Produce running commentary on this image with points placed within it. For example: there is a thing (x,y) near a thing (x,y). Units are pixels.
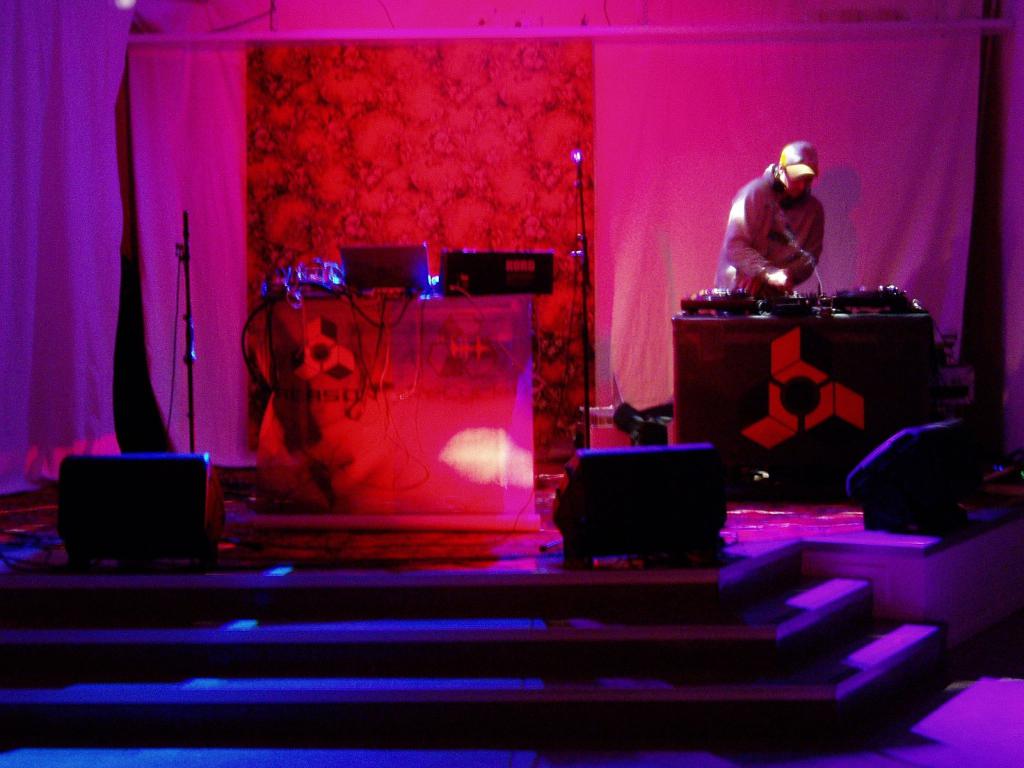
Here in this picture, in the middle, on the right side (799,250) we can see a person (776,236) standing over a place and in front of him we can see a table (716,382), on which we can see music systems (733,306) present and beside him we can see a microphone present and beside that we can see a table (519,346), on which we can see laptop (397,270) and a music system (469,265) present and we can also see microphone stand (189,278) present and in the front (133,478) we can see speakers (154,480) present and we can also see steps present and behind that we can see curtains (426,202) present and we can see the man (795,210) is wearing cap (796,172) and we can see the whole place (429,467) is colorful.
